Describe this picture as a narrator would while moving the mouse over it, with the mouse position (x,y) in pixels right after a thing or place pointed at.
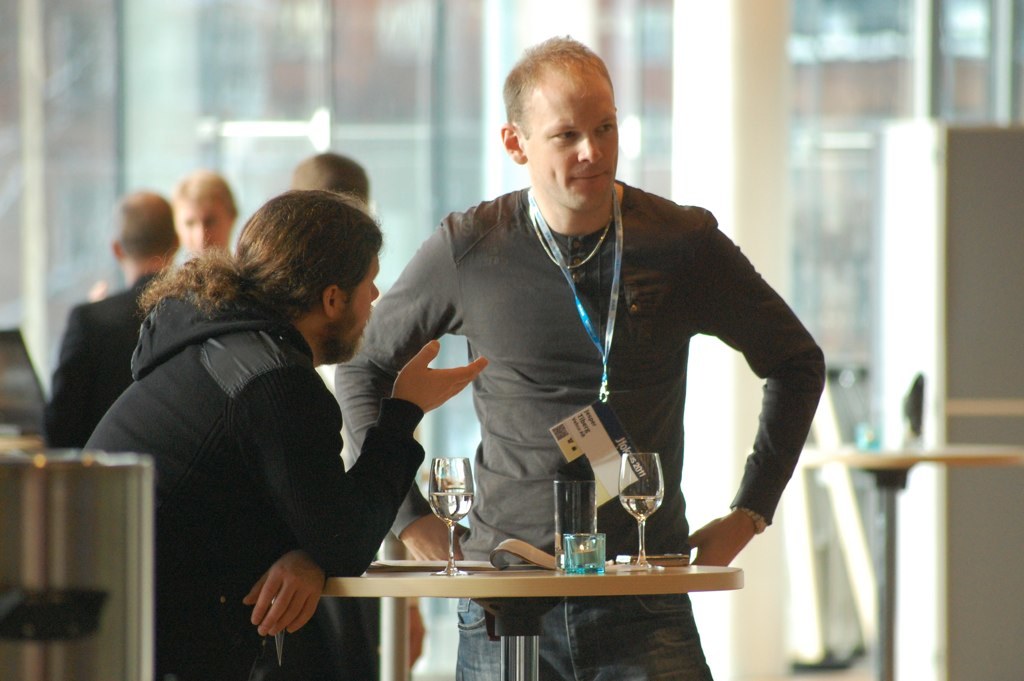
In the image I can see two people (560,413) who are in front of the table (544,599) on which there are some glasses (439,513) and also I can see some other people (58,402) to the side.
